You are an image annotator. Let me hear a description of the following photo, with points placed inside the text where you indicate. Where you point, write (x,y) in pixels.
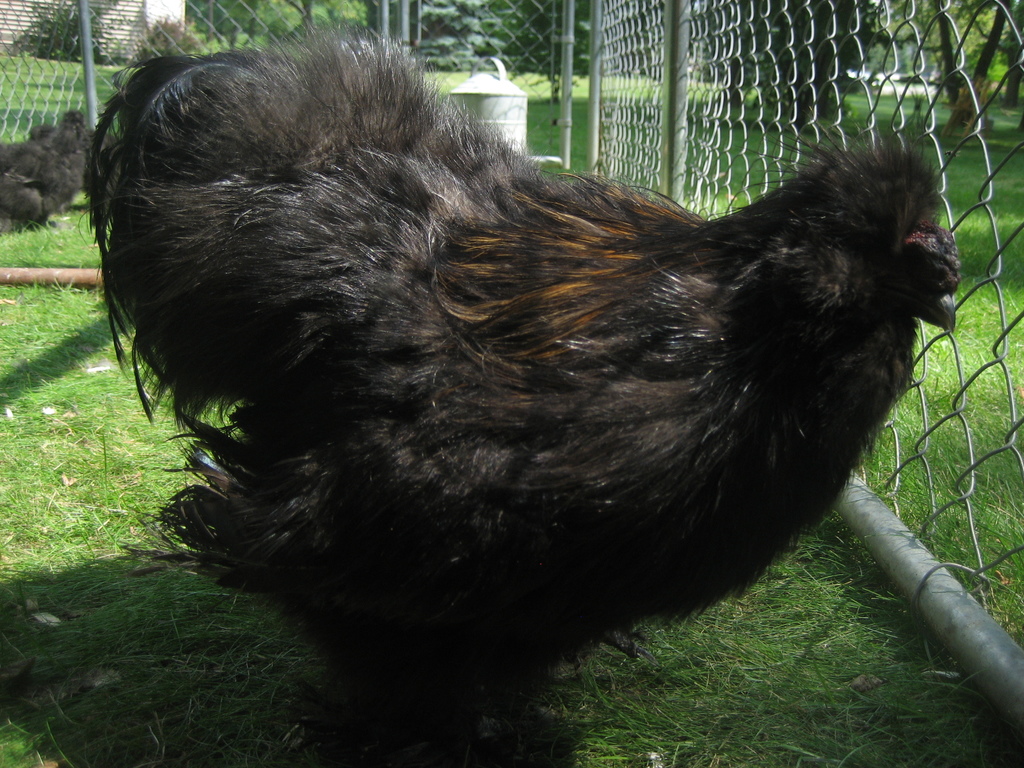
In this image there are birds (156,161). At the bottom (311,679) there is grass (767,666) and we can see a fence (212,3). In the background (295,10) there are trees (472,16) and a wall (24,6).
